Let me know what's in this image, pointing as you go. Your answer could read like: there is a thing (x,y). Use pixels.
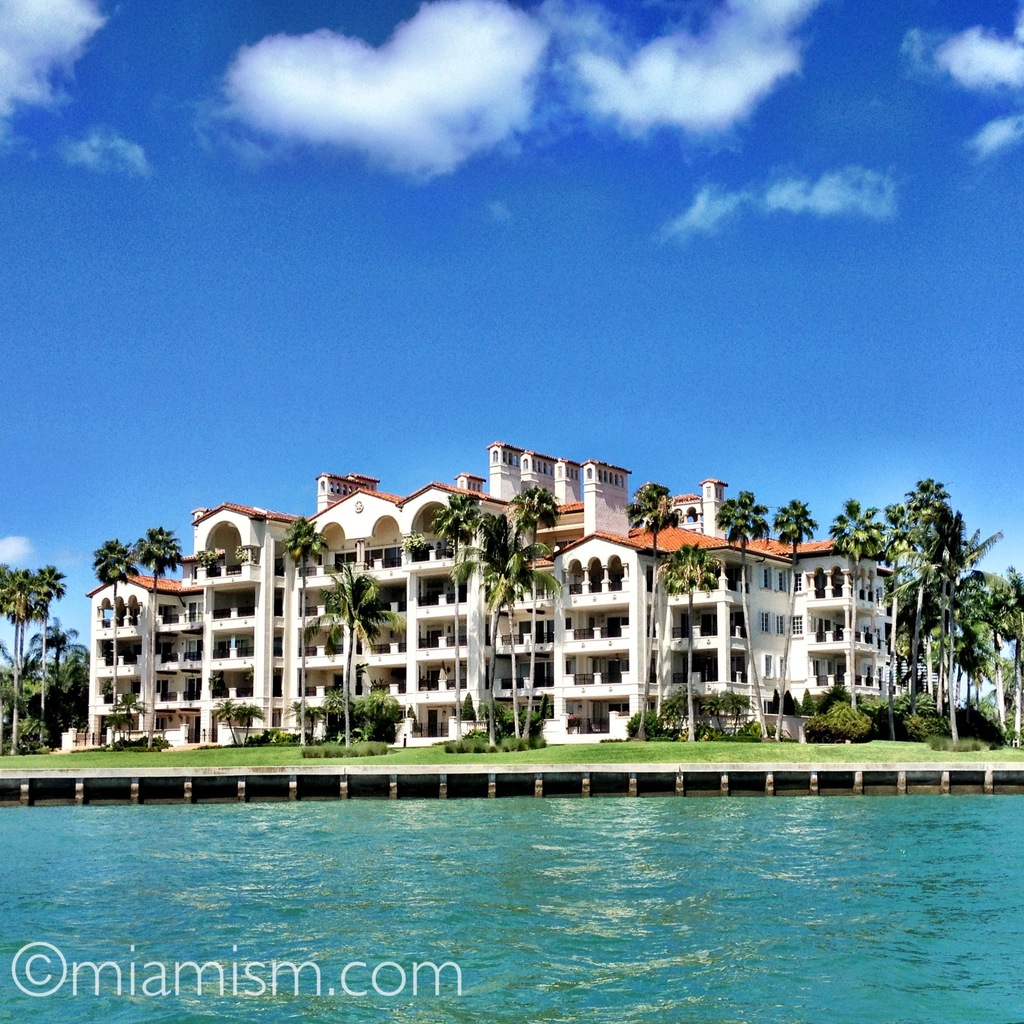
At the bottom of the image (420,1013) there is water (316,839). Behind the water (607,1019) on the land (90,747) there is grass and also there are trees (965,632) and plants (62,713). Behind them there is building (252,586) with walls (644,603), windows (538,686), arches (423,514), pillars (269,523), roofs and chimneys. At the top of the image (911,106) there is sky (836,484) with clouds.
